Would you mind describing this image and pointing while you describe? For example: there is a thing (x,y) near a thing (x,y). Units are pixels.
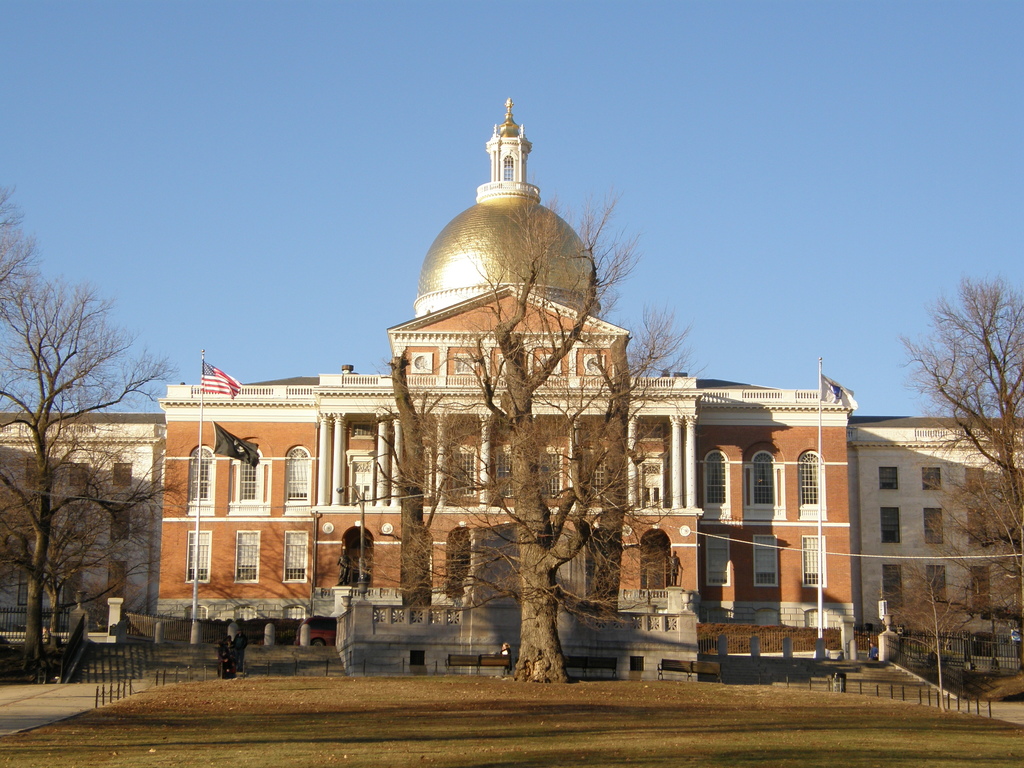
In this picture there is a building (313,387) in the center of the image (372,483) and there are trees (81,383) on the right (929,555) and left side of the image (67,304), there is a flag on the left side of the image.
